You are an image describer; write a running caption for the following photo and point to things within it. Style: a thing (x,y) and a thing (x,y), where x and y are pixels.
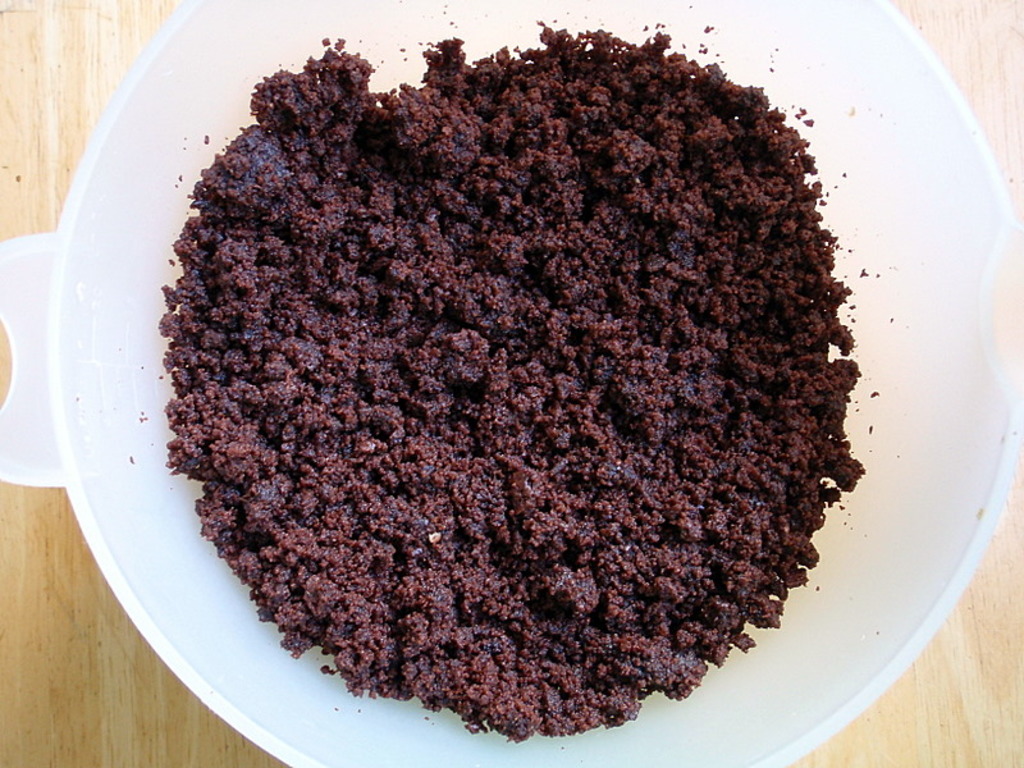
In this image I can see the cream colored surface (92,101) and on it I can see the white colored bowl (165,240) and in the bowl (290,665) I can see brown and black colored food item (416,403).
